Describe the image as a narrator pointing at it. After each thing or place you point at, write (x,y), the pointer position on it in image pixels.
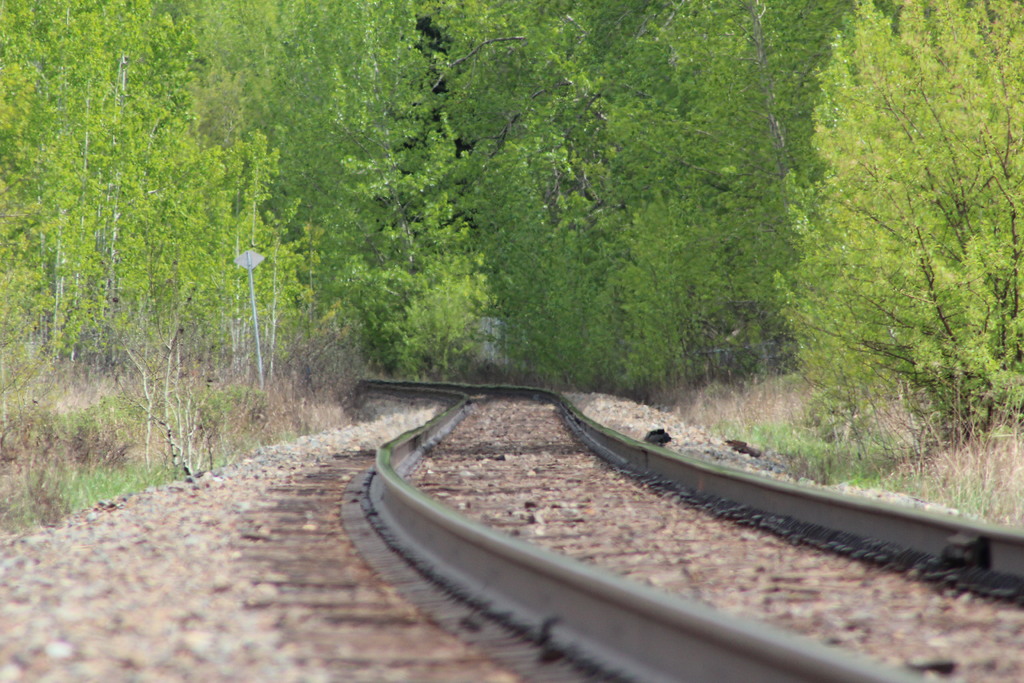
In this picture, there is a train track (522,484) at the bottom (547,539). On either side of the track (493,443) there are plants (148,370) and trees (484,129).
